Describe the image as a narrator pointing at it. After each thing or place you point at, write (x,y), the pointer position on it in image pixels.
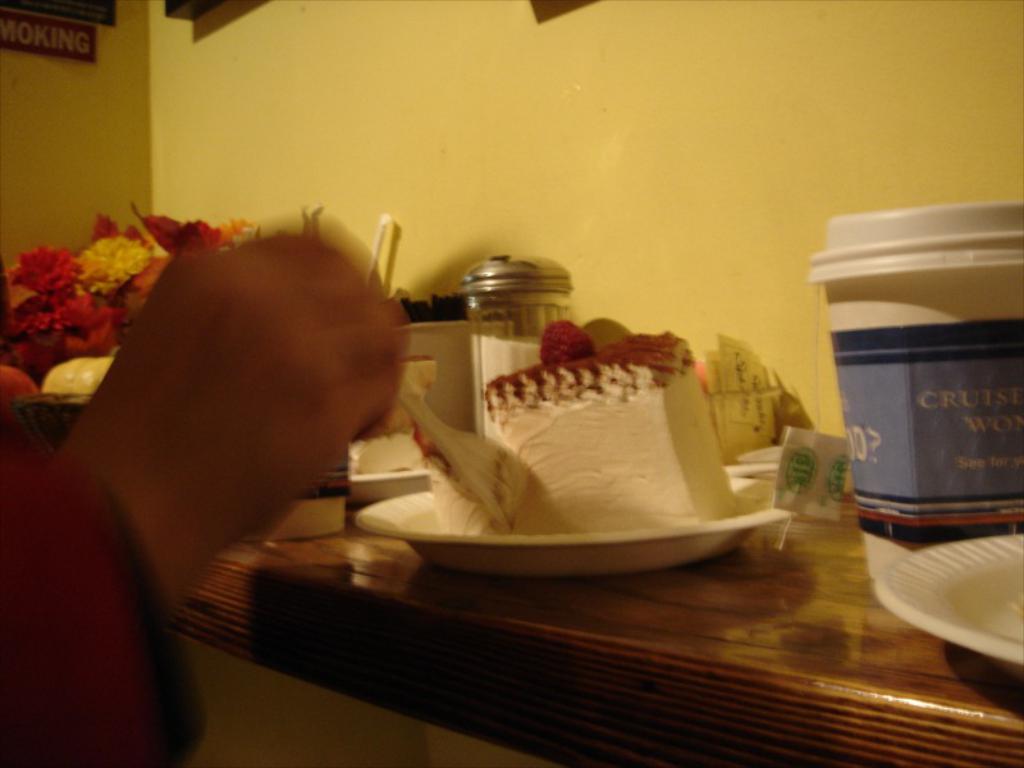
In this picture we can see a cake (581,447) in the plate (429,513), beside to the plate (657,539) we can find a bottle (500,269), flower vase (233,231), cup (898,266) and other things (813,511) on the table (690,576), and also we can see a person (297,378) is holding a spoon (482,479), in the background (35,29) we can find few boards (35,35) on the wall (308,95).
